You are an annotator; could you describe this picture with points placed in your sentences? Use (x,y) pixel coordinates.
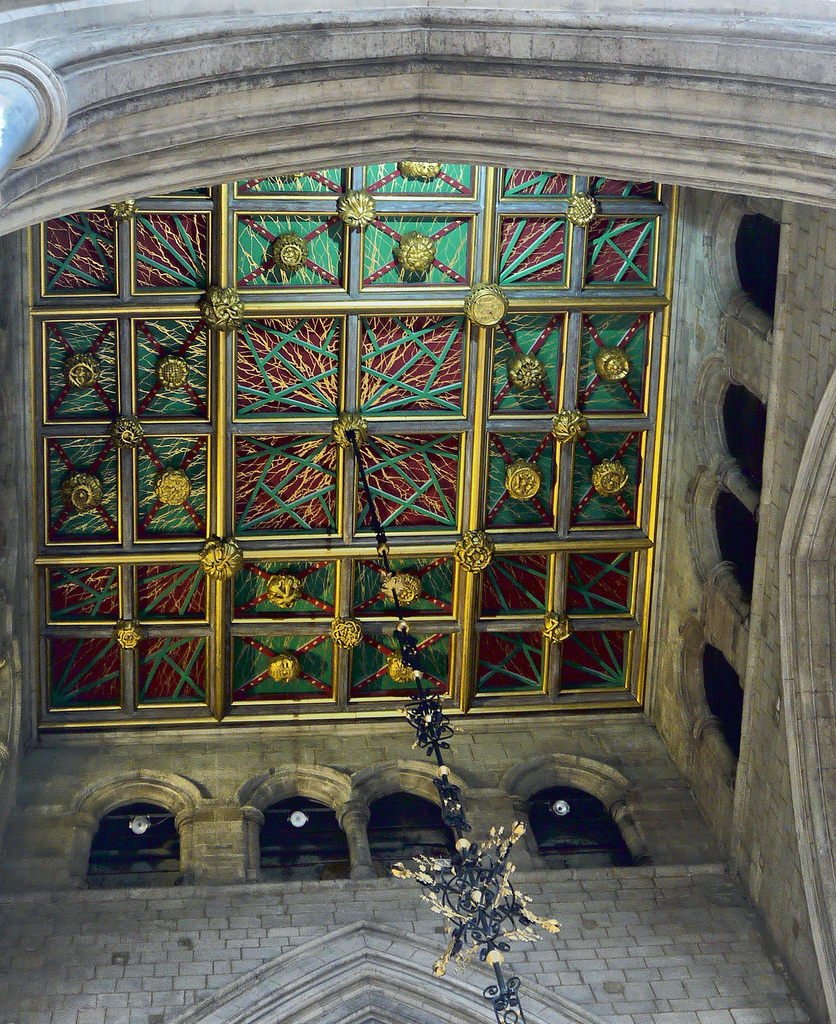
In this picture there is a roof (377,254) in the center of the image (408,487).
